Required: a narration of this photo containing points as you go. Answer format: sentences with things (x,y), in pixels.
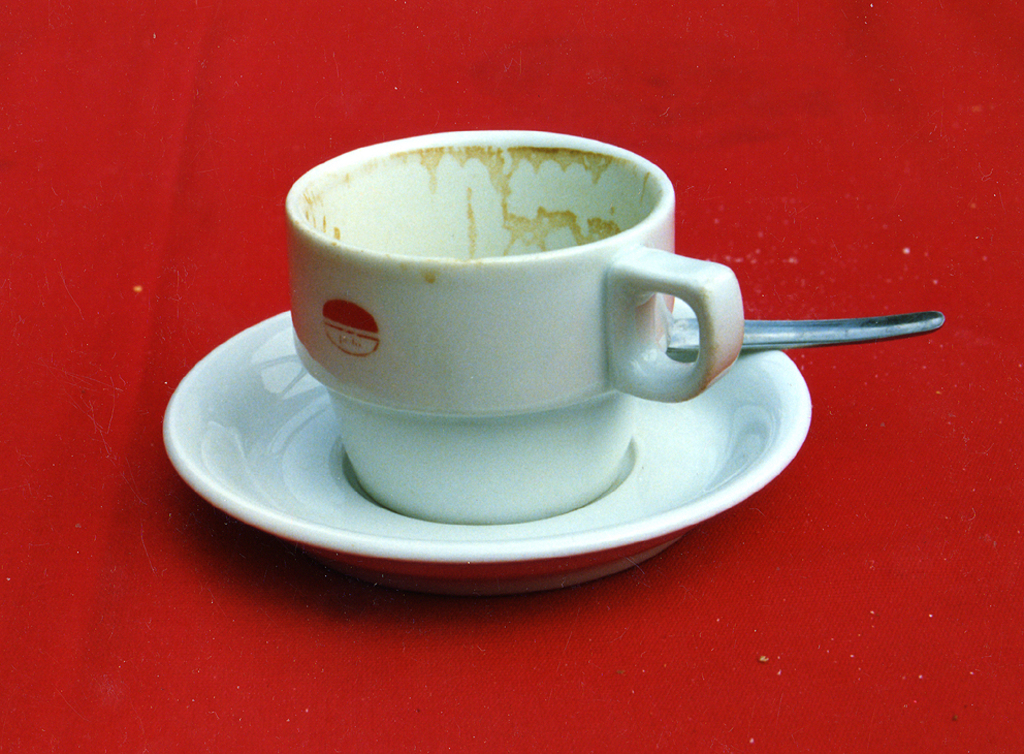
This image consists of cup (406,401), saucer (260,347). It is placed on red cloth (72,209).
